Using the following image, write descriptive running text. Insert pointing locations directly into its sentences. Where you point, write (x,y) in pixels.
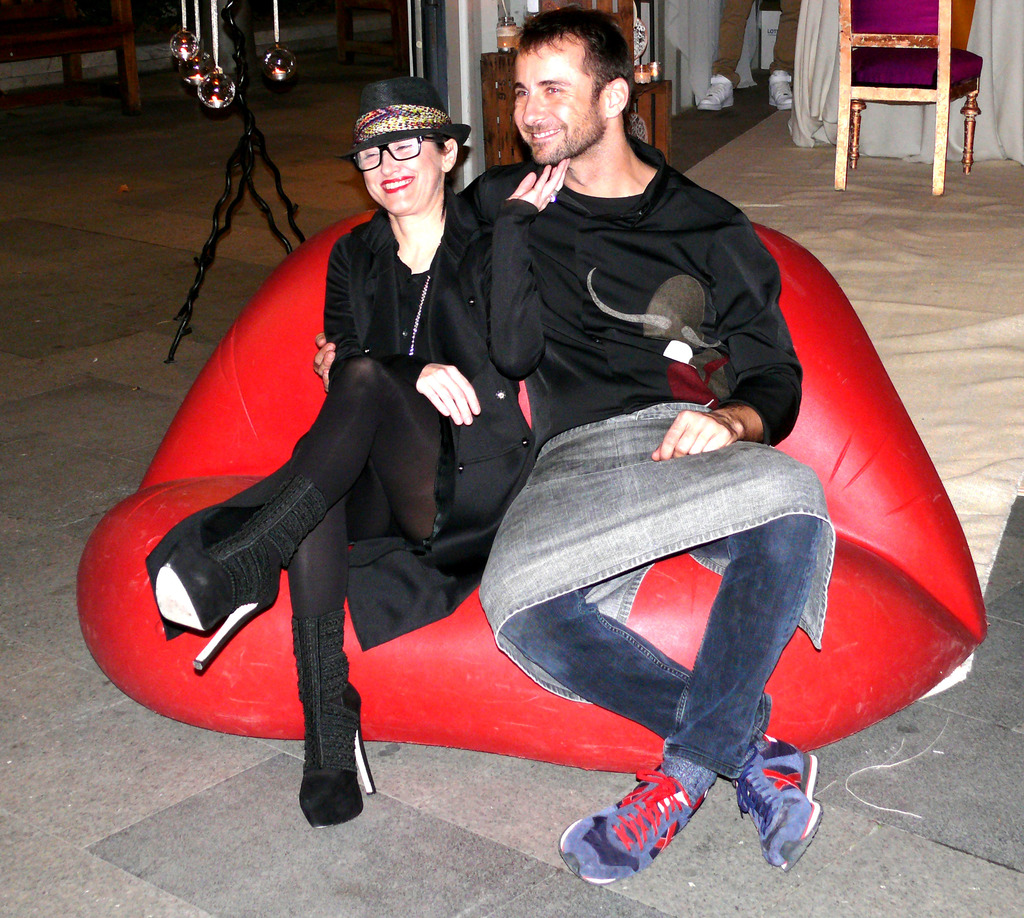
In this image I see a woman (328,527) and a man (571,389) who are smiling and sitting on the couch (258,325). In the background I see the chair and a person's leg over here.
